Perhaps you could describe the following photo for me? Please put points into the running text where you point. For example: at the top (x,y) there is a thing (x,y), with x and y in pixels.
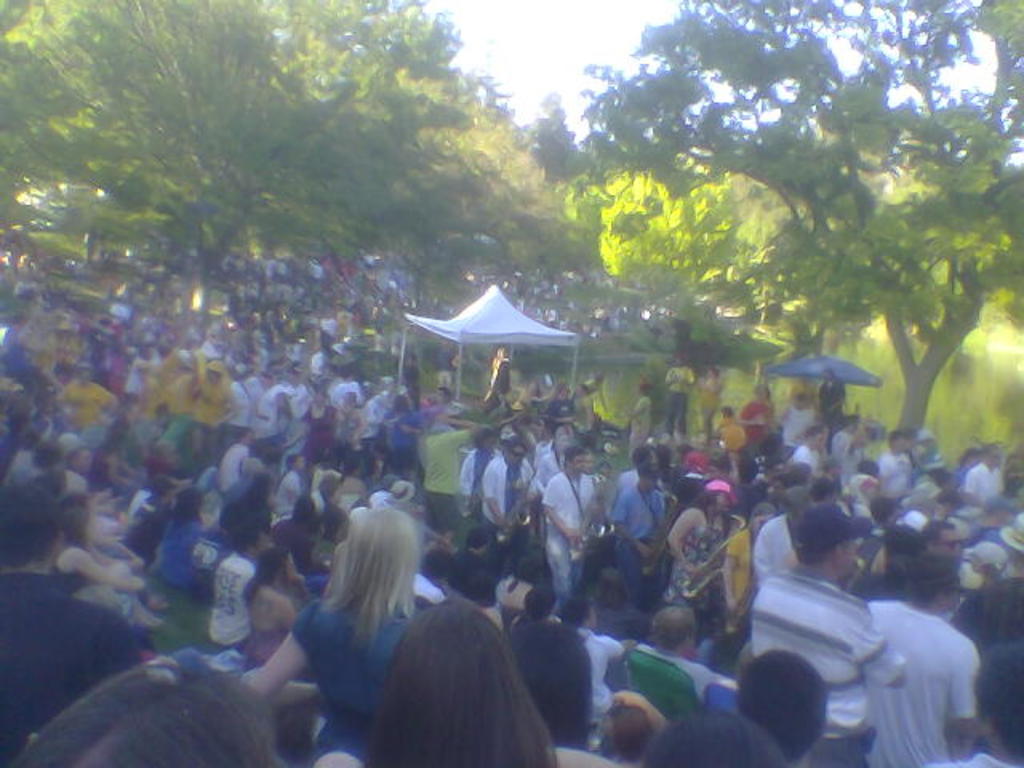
In this image, we can see people (487,528) and some are holding objects (720,566). In the background (519,230), there are trees (519,230) and we can see tents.
